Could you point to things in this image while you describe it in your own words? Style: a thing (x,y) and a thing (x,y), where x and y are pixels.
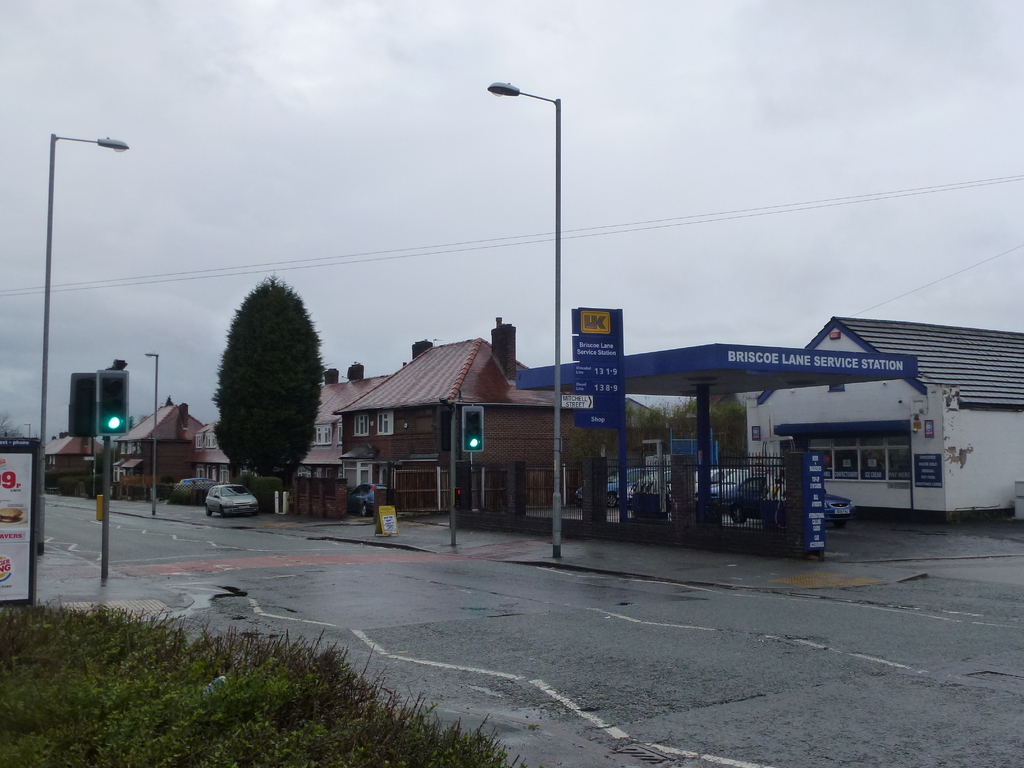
In this picture we can see the road (172,564), plants (189,705), poles (453,457), traffic signals (89,414), vehicles (207,482), trees (262,455), poster (2,514), houses (412,418) with windows (317,428), some objects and in the background (269,247) we can see the sky (822,110).
